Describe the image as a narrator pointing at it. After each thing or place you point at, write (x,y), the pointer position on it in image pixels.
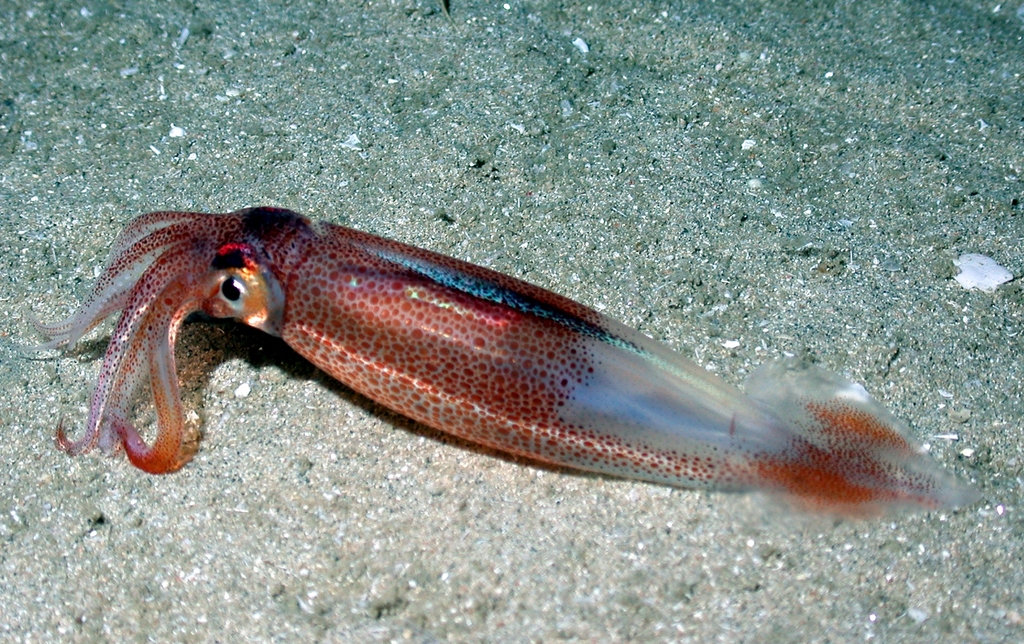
In this image we can see a squid (388,318).
